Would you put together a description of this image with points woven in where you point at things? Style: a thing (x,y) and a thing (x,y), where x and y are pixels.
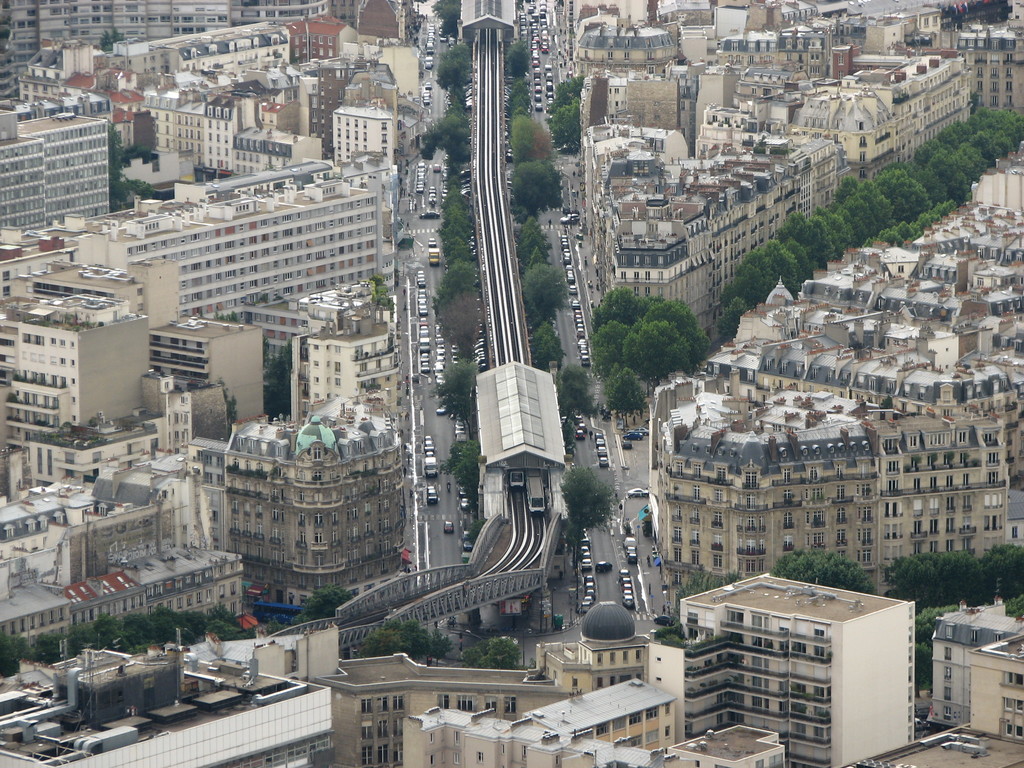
In this picture I can see few buildings (308,269), trees (579,514) and few vehicles (425,338) moving on the road (623,562) and looks like couple of rail tracks (482,114).
